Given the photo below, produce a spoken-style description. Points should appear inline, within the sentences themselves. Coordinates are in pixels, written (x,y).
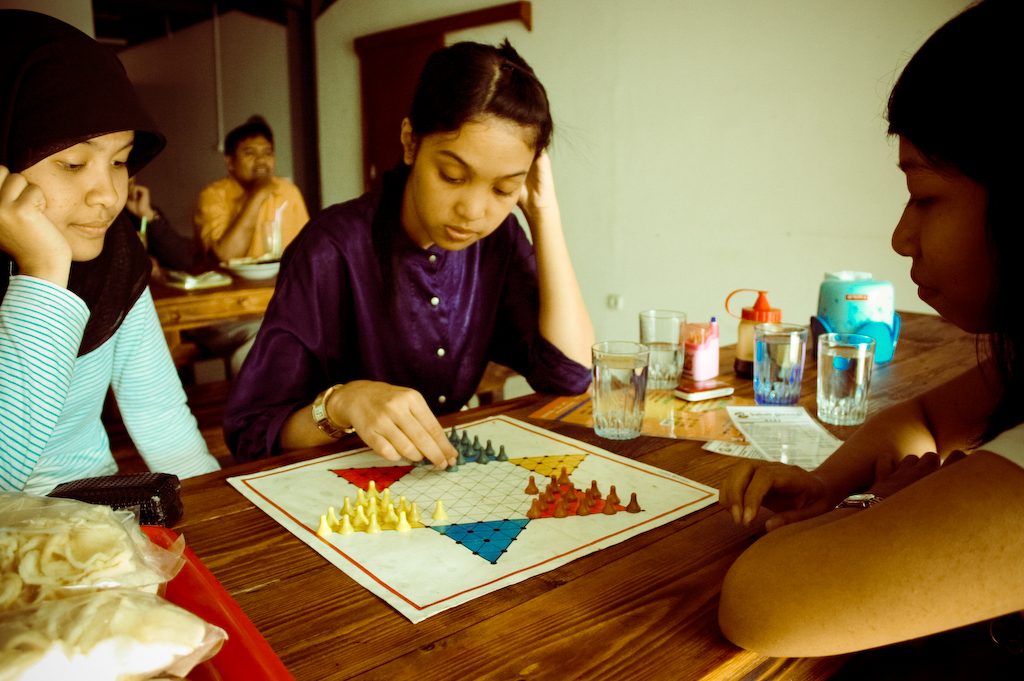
In this image there are few people (368,326) sitting on the chair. On the table (211,551) there is a tray (254,662), glass (609,405), paper (739,447), box (835,292) and there are playing a game.
